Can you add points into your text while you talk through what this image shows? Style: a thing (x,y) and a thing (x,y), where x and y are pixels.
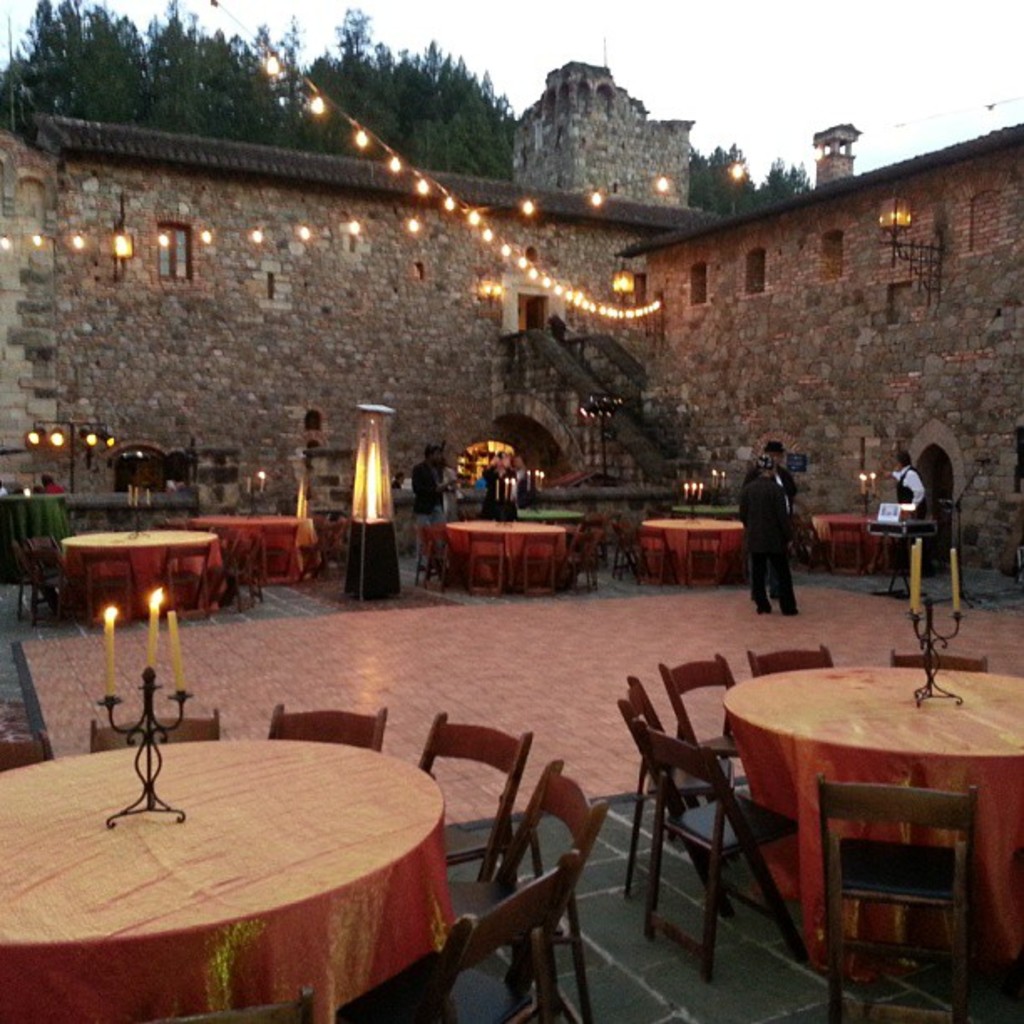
In this image we can see the wall (704,469), and there are people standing on the floor (648,628). There are tables (231,764) with a cloth (454,524) and there are chairs (346,528). We can see the stand (352,509) with lights (89,440) and at the top (498,243) there are serial lights (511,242) and there are trees (168,93) and the sky (631,18) in the background (651,18).
